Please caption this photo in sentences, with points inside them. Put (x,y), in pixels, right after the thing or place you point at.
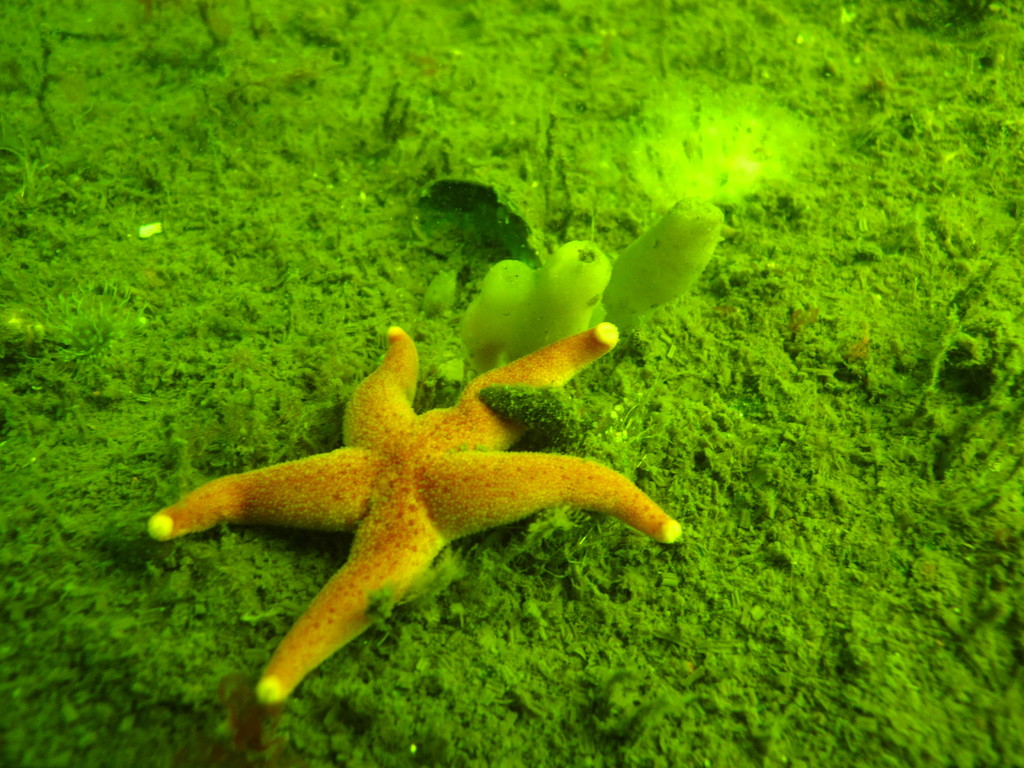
In the center of this picture (392,437) we can see a star fish (460,468) and some other objects (657,264). The background of the image (971,223) is green in color which seems to be the grass (819,124).
